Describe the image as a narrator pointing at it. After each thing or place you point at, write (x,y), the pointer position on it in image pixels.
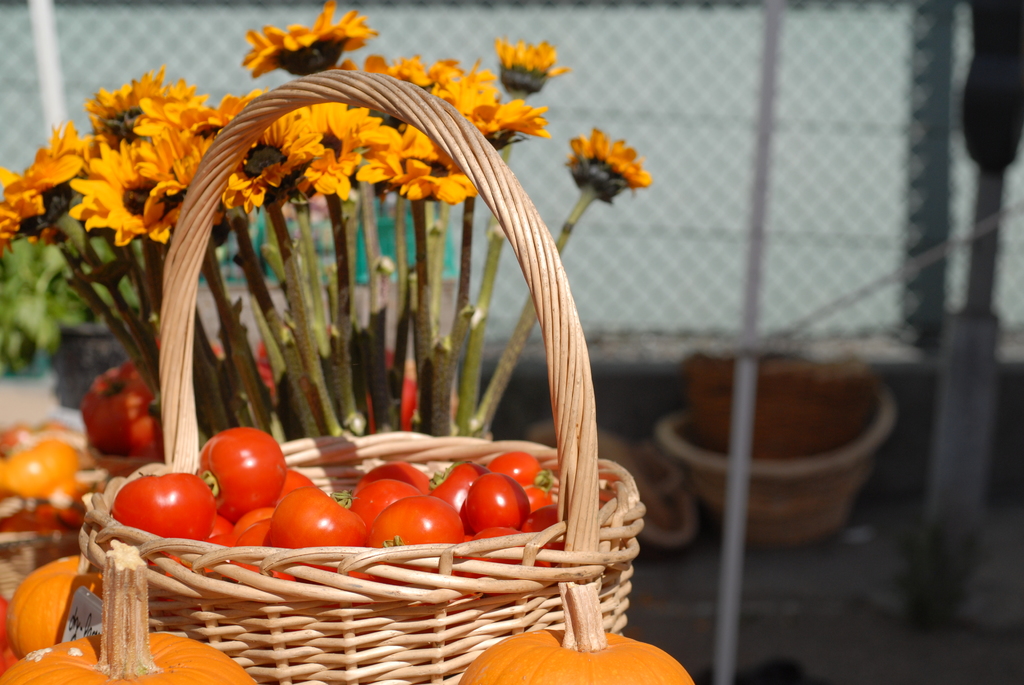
In this picture I can see a basket (177,629) of tomatoes (378,540), there are pumpkins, flowers (597,166), and in the background (640,293) there are some objects (768,400) and there is wire fence (875,151).
